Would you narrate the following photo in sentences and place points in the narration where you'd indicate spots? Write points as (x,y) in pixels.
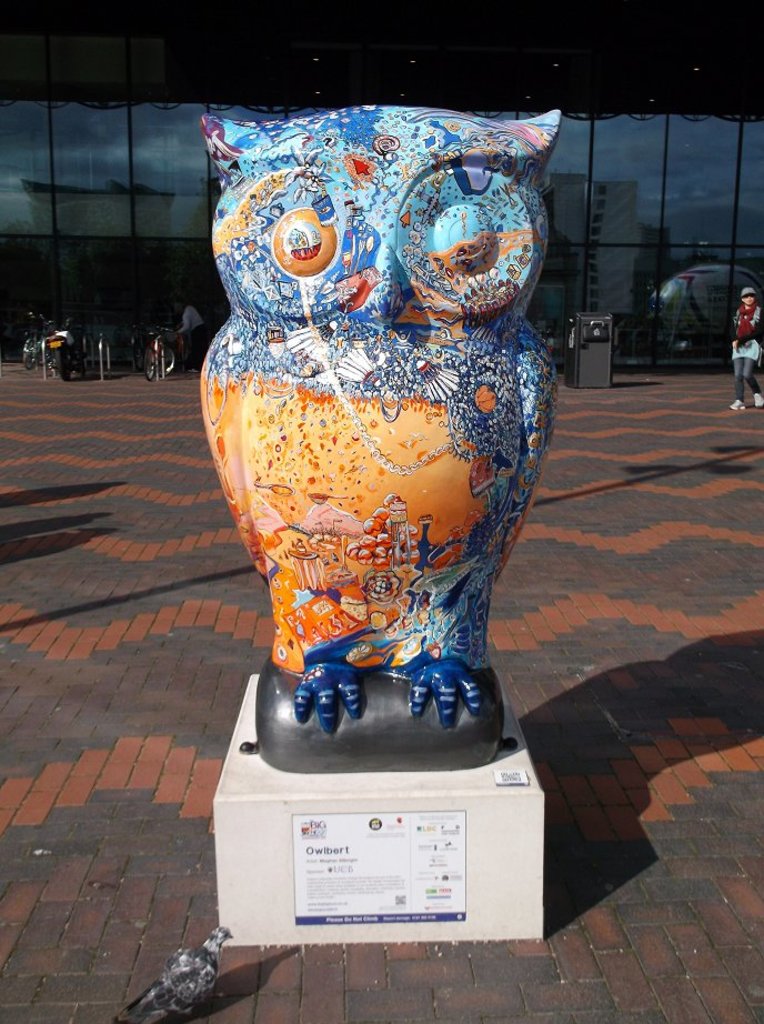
In the picture we can see an owl statue (399,601) in the box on the path (150,447) which is with some colors and some designs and in the background (122,322), we can see a glass wall (627,288) near to it, we can see some vehicles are parked and some person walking and near the owl statue (247,369) we can see a bird (139,1023) on the path (237,995).
